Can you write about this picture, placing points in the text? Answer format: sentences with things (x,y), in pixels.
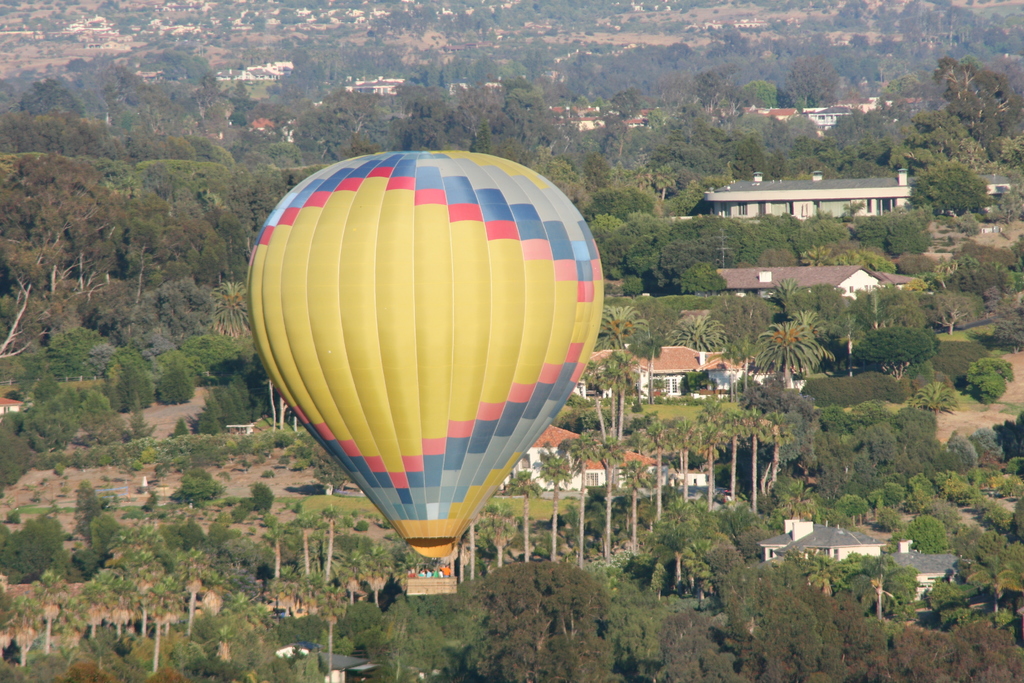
In this picture there are group of people (416,572) in the hot air balloon (537,203). At the bottom (166,556) there are buildings (855,542) and trees (869,496) and there is ground (964,427).
